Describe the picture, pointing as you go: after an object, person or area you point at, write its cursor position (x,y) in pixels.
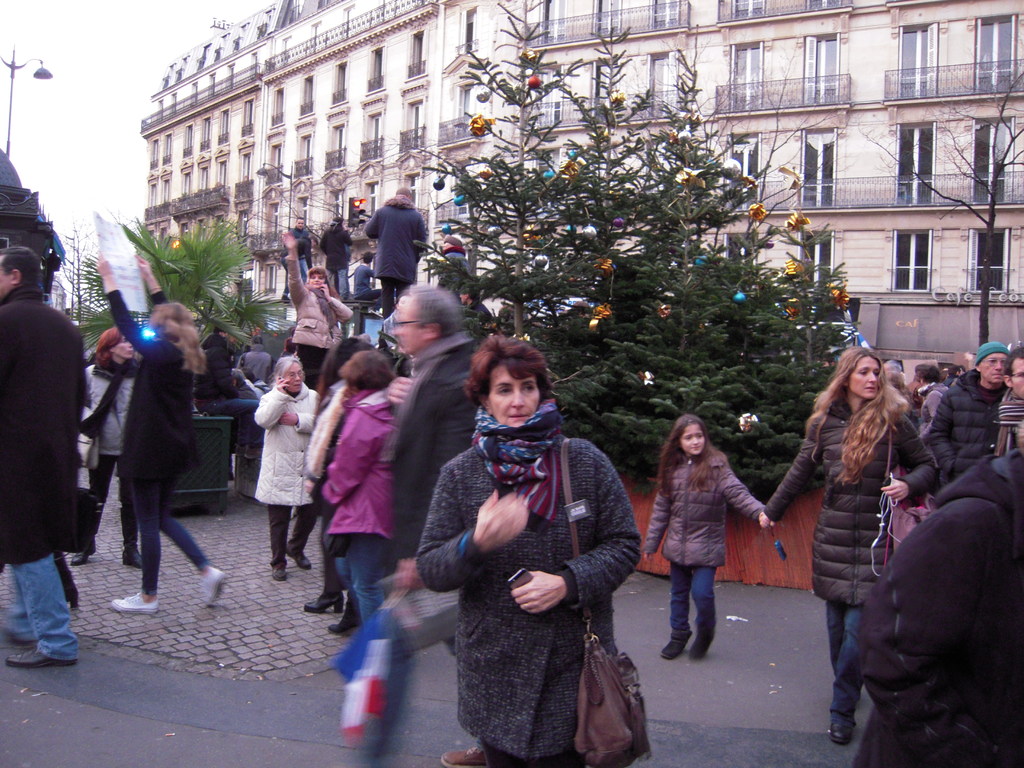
In the center of the image (507,404) there are people (394,624) walking on the road (648,692). In the background of the image (455,52) there is a building (363,168) with windows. There is a tree (526,270). To the left side of the image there is a light pole (12,62).
